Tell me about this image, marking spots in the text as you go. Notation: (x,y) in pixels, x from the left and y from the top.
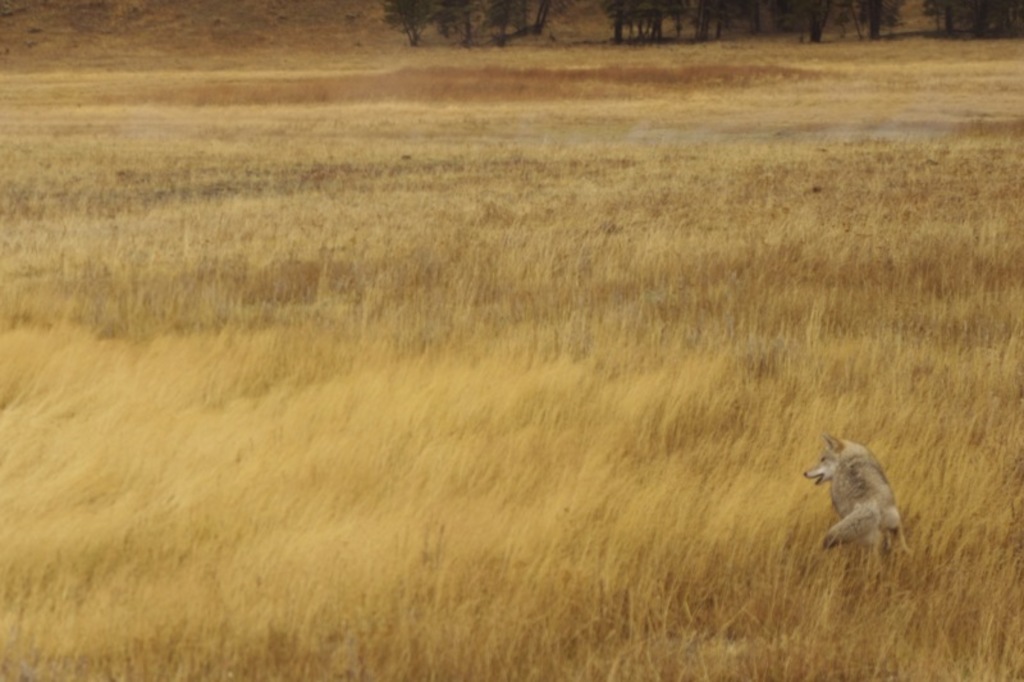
On the right side of the image (858,468) we can see an animal (860,484) on the grass (829,578). In the background (510,273) we can see grass (726,270) and trees (734,9).
